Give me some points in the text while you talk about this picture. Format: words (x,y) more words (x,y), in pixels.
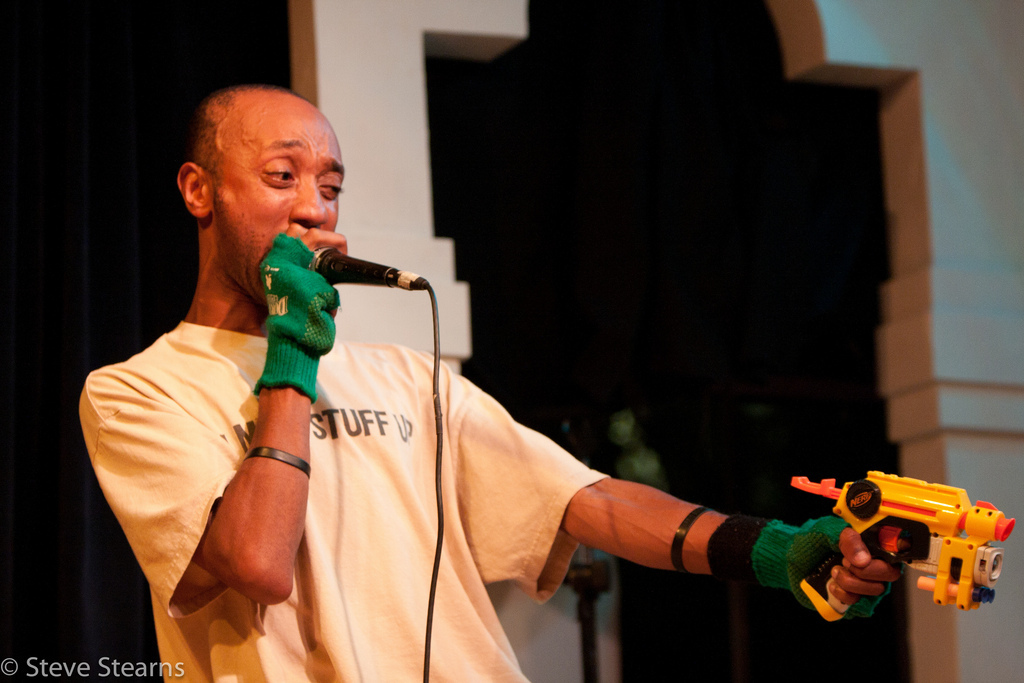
In this image I can see a man (226,404) standing. There is a mic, man (244,222) is wearing gloves (310,306). At the background (377,113) we can see a wall (421,107) and there is a black curtain (525,98). The man (259,492) is holding a toy gun (888,534).
